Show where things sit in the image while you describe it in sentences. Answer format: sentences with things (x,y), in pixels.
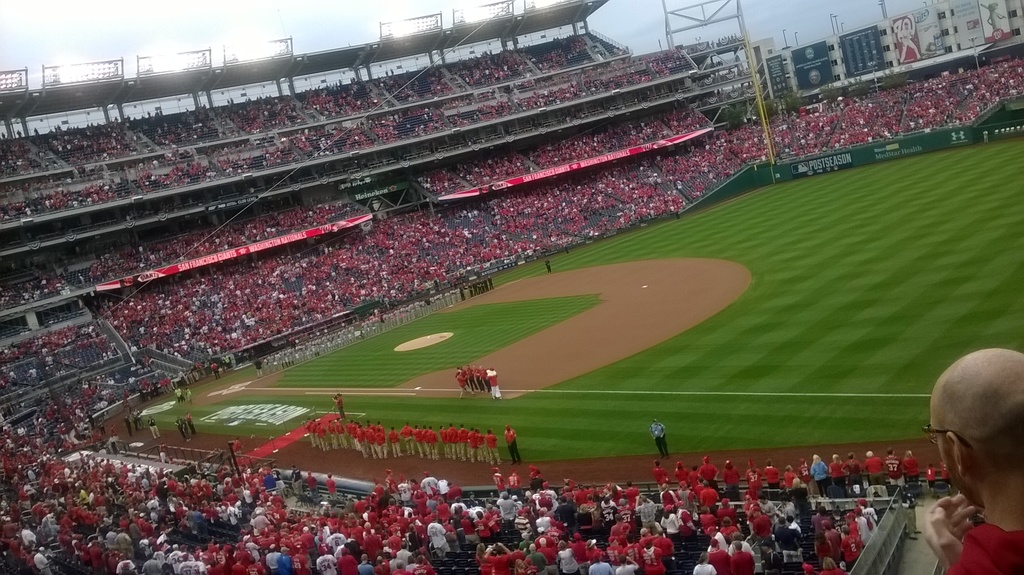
It is the ground (842,299) in green color, many people (226,504) are sitting and standing around this ground (238,381).
